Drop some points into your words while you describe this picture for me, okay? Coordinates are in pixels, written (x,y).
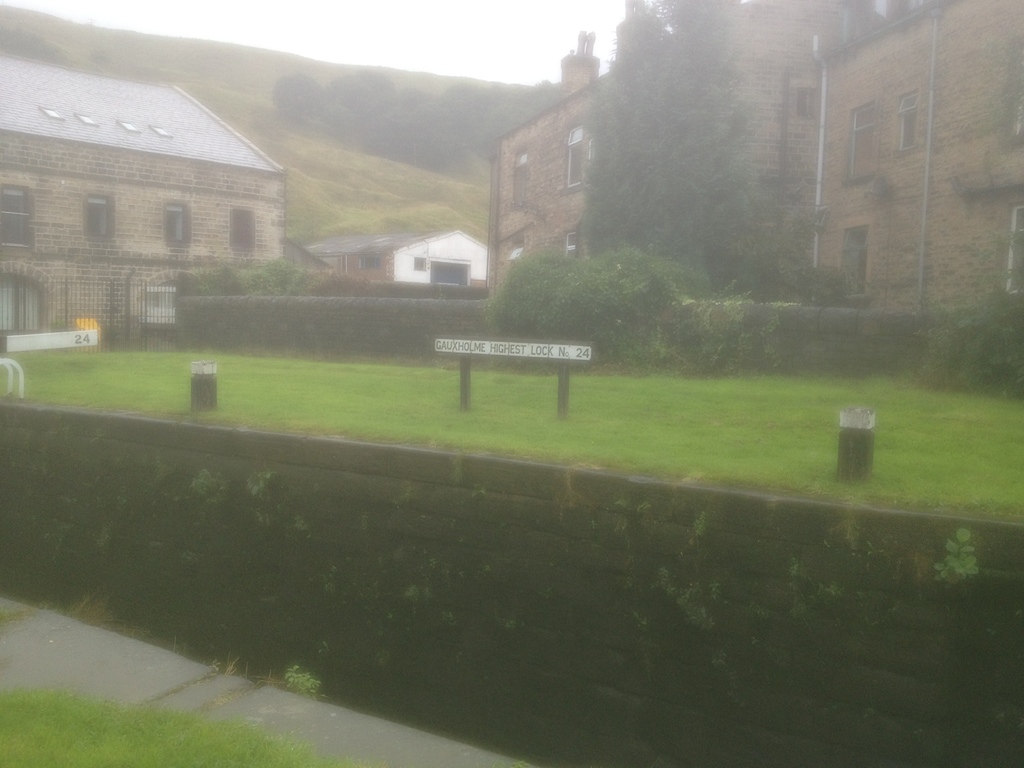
In this image I can see buildings (41,232), the grass (591,406), trees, plants (646,313) and some other objects (562,376) on the ground (428,383). In the background (392,109) I can see trees (386,137) and the sky (424,45).
